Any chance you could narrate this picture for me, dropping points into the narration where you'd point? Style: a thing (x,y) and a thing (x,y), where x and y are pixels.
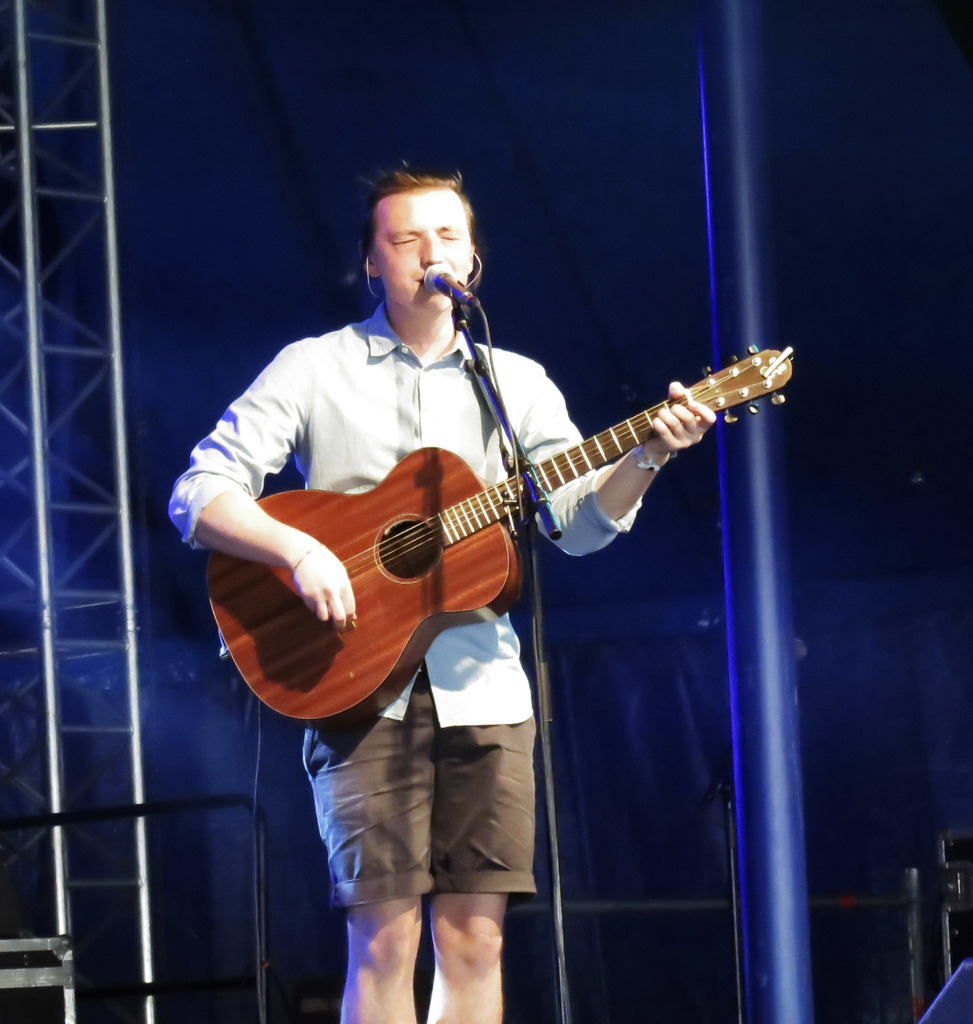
There is a man (451,403) who is standing and singing a song, he is wearing light color shirt (407,426), he is holding brown color guitar (409,475) in his hand (700,403). He is wearing a watch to his left hand (638,480), he wearing earphones (478,277), there is a mike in front of him. In the background (659,208) there is a blue color curtain (276,239) and some iron rods (29,334).
